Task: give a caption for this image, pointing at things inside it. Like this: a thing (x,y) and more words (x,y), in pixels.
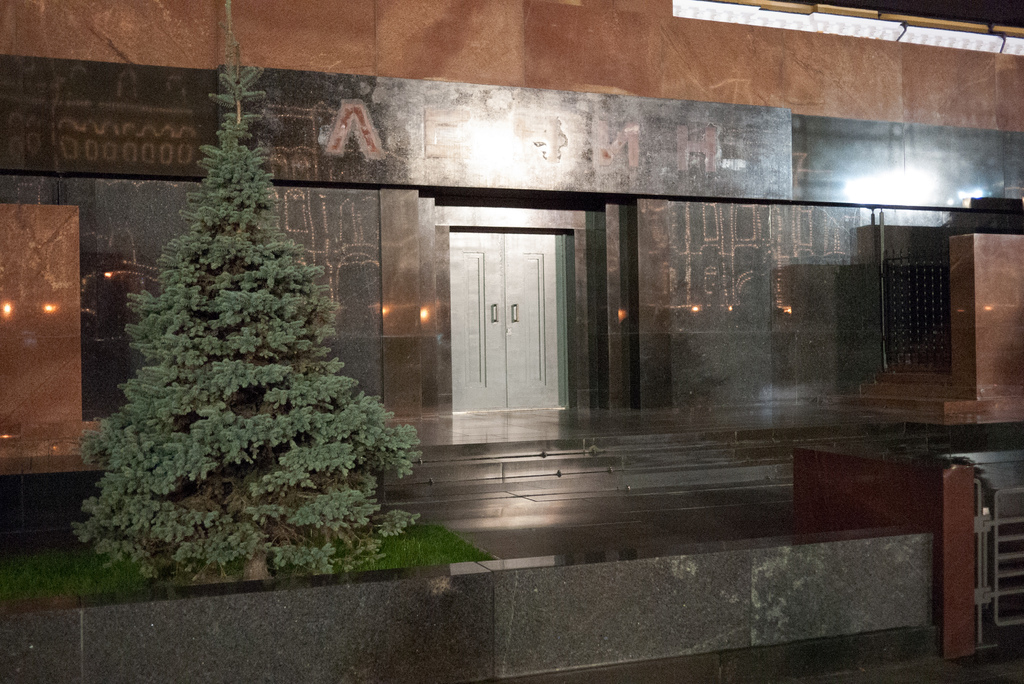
In the image there is a tree (231,426) on the left side (274,213) on grassland (428,549), behind it there is a building (806,165) with door (482,310) in the middle of it and on the right side (1008,571) there is a gate (999,562) on the wall (807,579).
